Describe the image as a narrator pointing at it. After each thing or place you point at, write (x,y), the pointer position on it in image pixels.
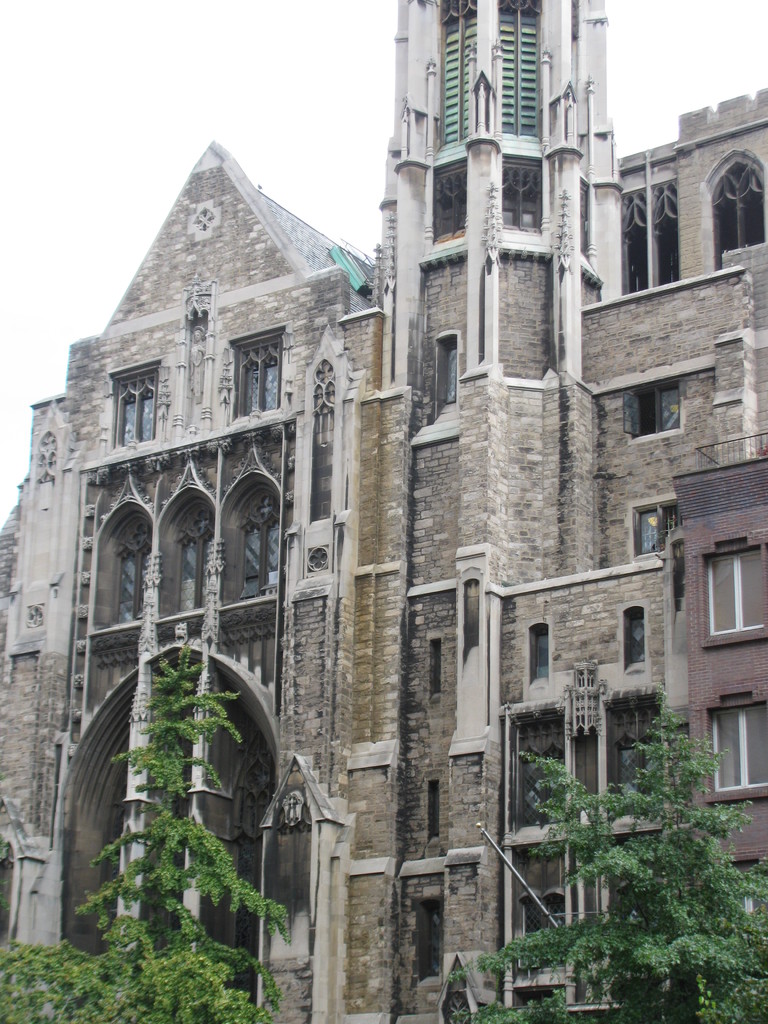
In this image we can see a building (613,600) with group of windows (536,636) on it. In the foreground (711,962) we can see group of trees (491,1018) and in the background (303,100) we can see the sky (301,128).
